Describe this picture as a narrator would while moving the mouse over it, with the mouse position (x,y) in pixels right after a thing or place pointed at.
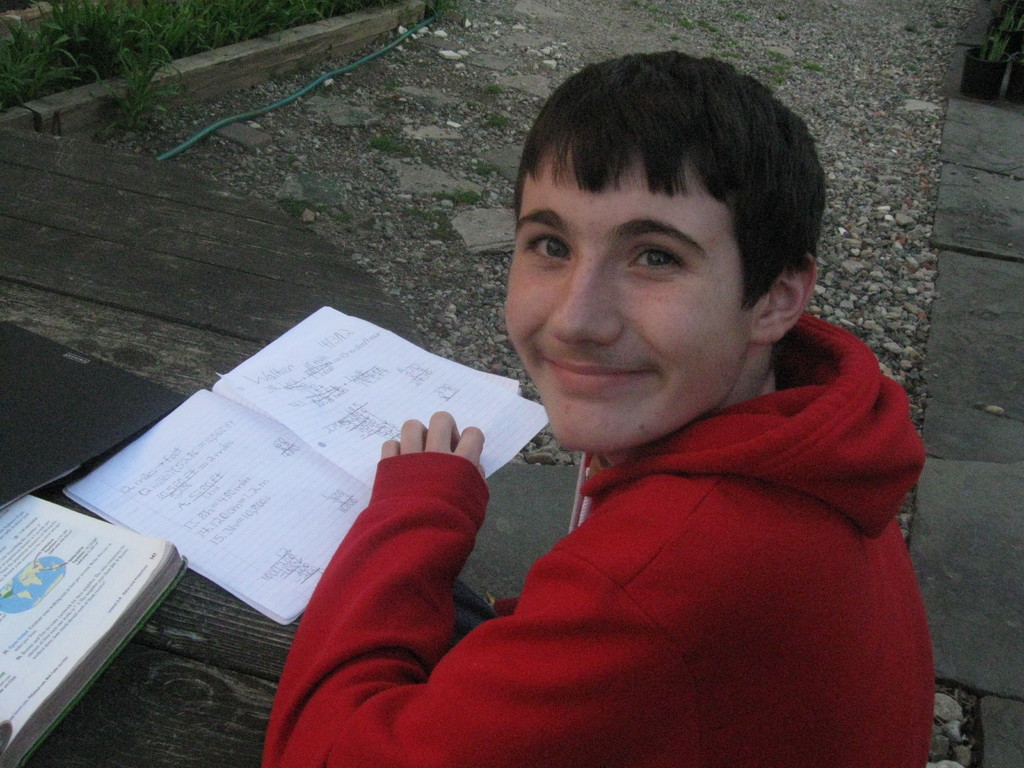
This image consists of a person (569,607). He is wearing a red jacket (570,669). There are books (3,523) in front of him.
